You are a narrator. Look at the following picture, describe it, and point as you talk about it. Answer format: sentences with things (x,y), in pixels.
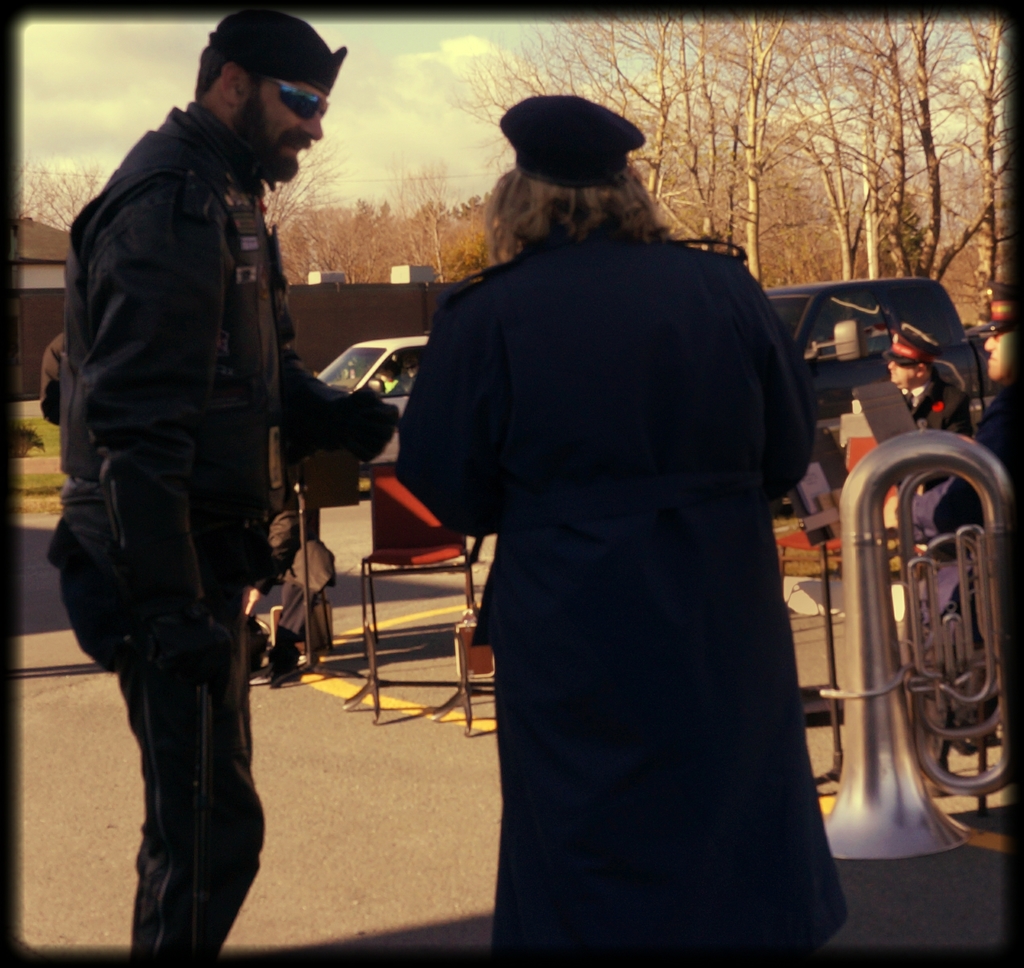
In this image there are two people (305,441) standing, and in the background (834,359) there are some vehicles (821,359), people (933,356), boards (819,530), and on the right side (877,611) there is a musical instrument (877,575). And in the background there are some houses (26,229), trees (991,201) and some objects (809,545). At the bottom (84,779) there is a walkway (112,695), and at the top (135,89) there is sky (74,161).
